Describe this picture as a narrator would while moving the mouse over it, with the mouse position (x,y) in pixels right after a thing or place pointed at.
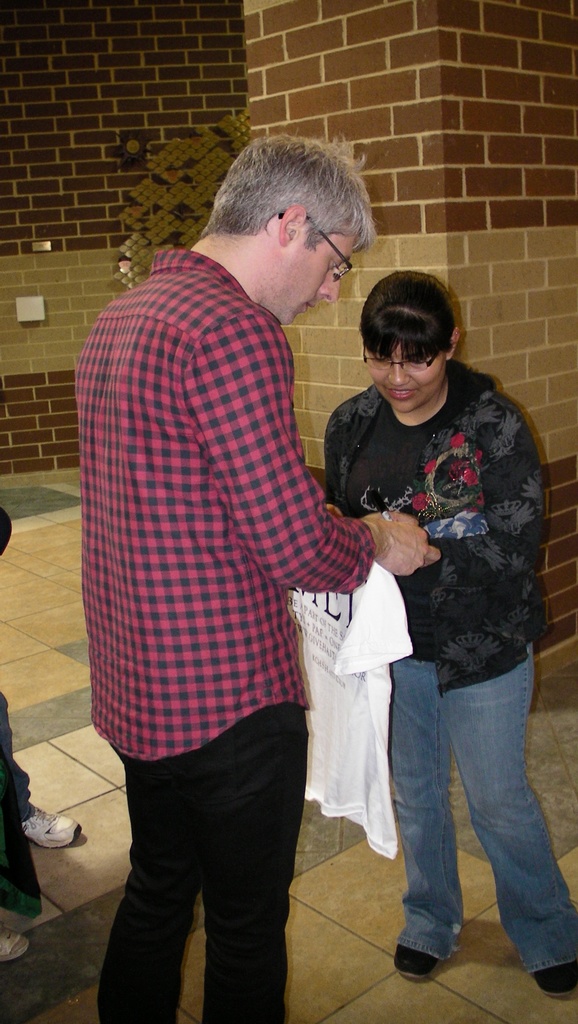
In the center of the image (226,462) we can see a man (240,414) standing and holding a shirt (352,636). There is a lady (372,424) next to him. In the background (63,136) there is a wall (115,81).
